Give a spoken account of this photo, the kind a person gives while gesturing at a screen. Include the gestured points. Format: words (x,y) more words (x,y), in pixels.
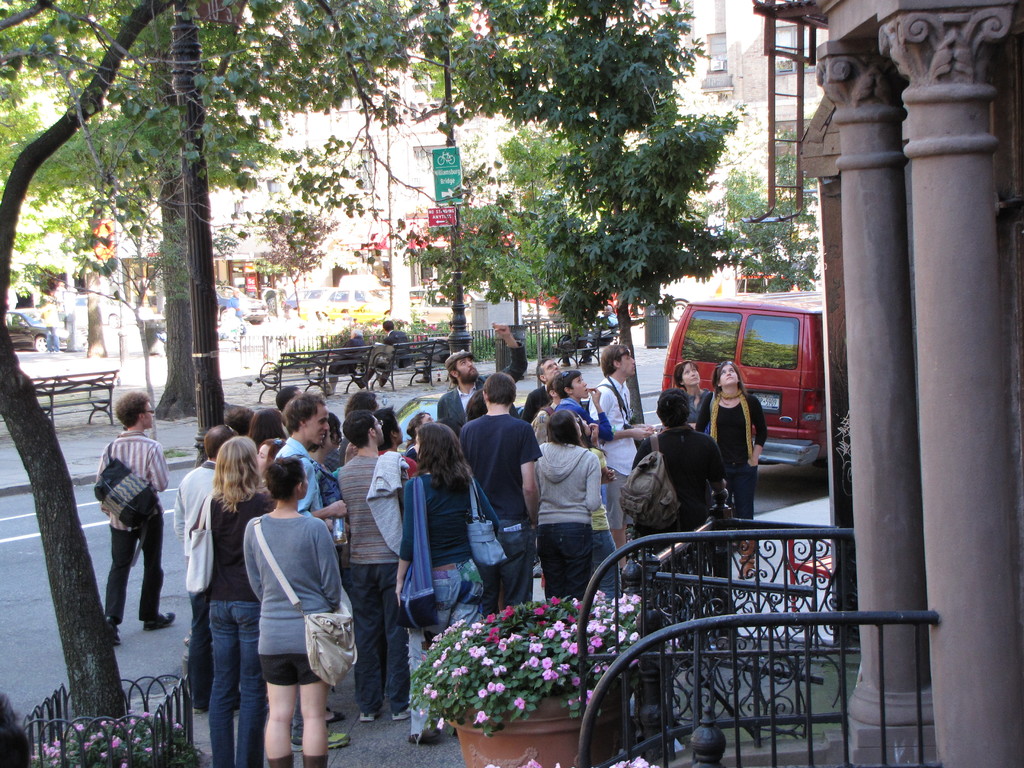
In this image I can see a crowd (340,461) visible in the middle (457,274) there are some benches (290,351), poles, trees (632,222), vehicles (779,385), buildings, in front of building (318,275) there are persons (280,392), on benches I can see persons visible beside the road (90,496), road (6,664) is visible in the middle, at the bottom (503,695) there is a flower pot (504,736), on flower pot (526,731) I can see plants (552,670) and flowers (571,651) and beams (929,428) visible on the right side (888,355).
